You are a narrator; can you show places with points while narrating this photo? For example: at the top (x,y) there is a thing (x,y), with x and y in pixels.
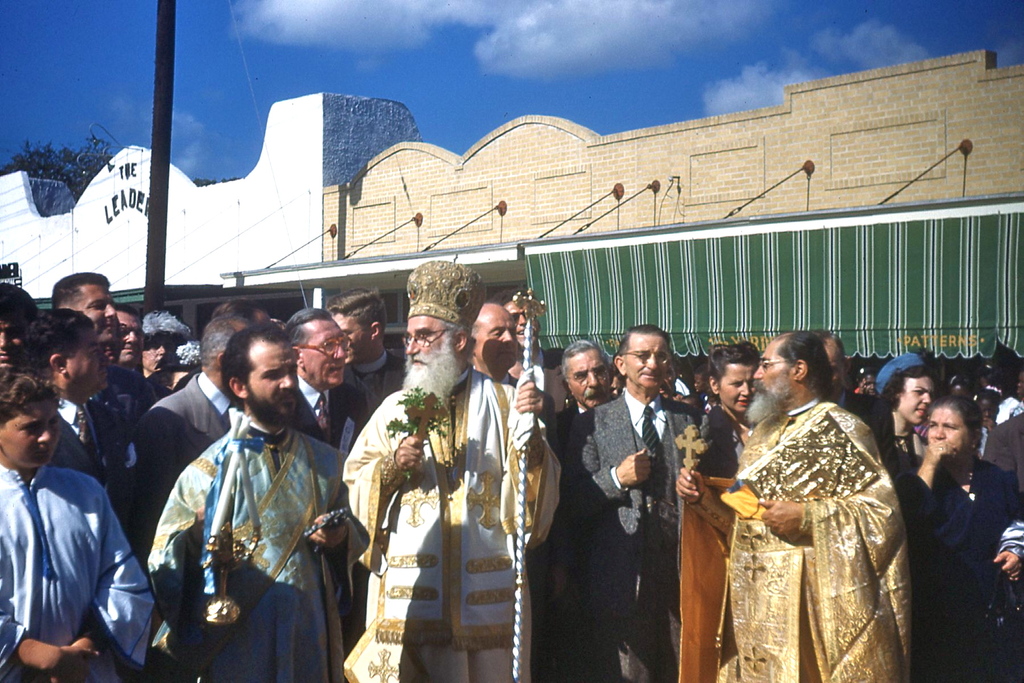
This picture shows few people (432,492) standing. We see a man (475,458) wore a cap (433,309) on his head (444,380) and leaves (392,424) in other hand (406,453) and we see a building (365,117) and a tree (95,169) and we see a blue cloudy sky (442,112) and a pole (159,6) and another man (765,539) holding a cross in his hand (694,496).
